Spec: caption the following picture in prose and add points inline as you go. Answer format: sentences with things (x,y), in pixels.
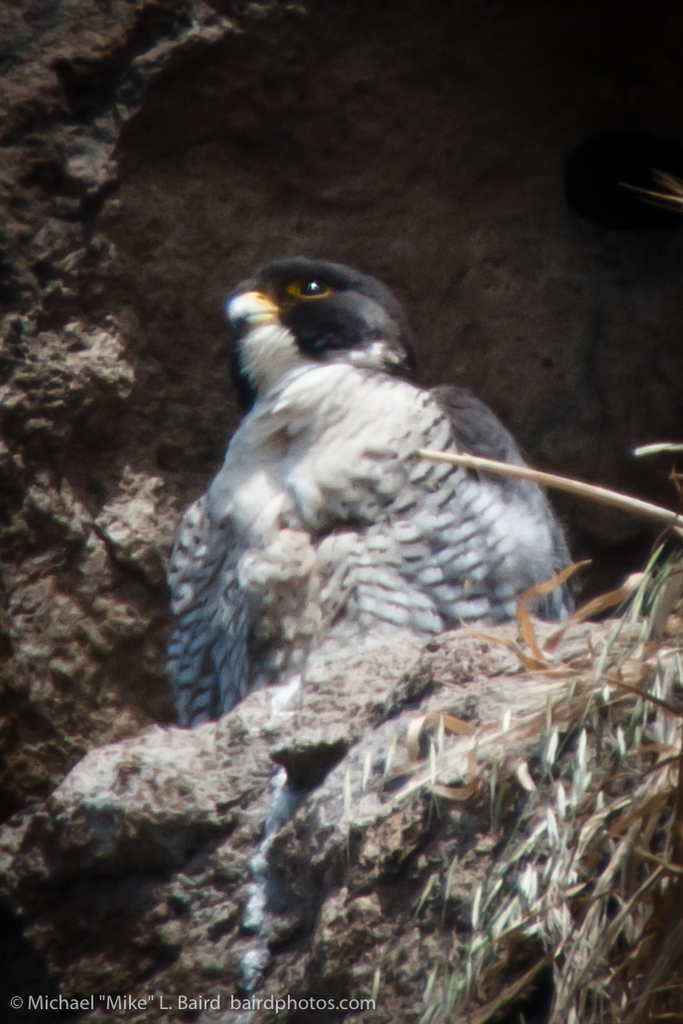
In this image I can see a bird (366,481) which is in white and black color. I can see a black background (249,78) and dry leaves (583,856).
